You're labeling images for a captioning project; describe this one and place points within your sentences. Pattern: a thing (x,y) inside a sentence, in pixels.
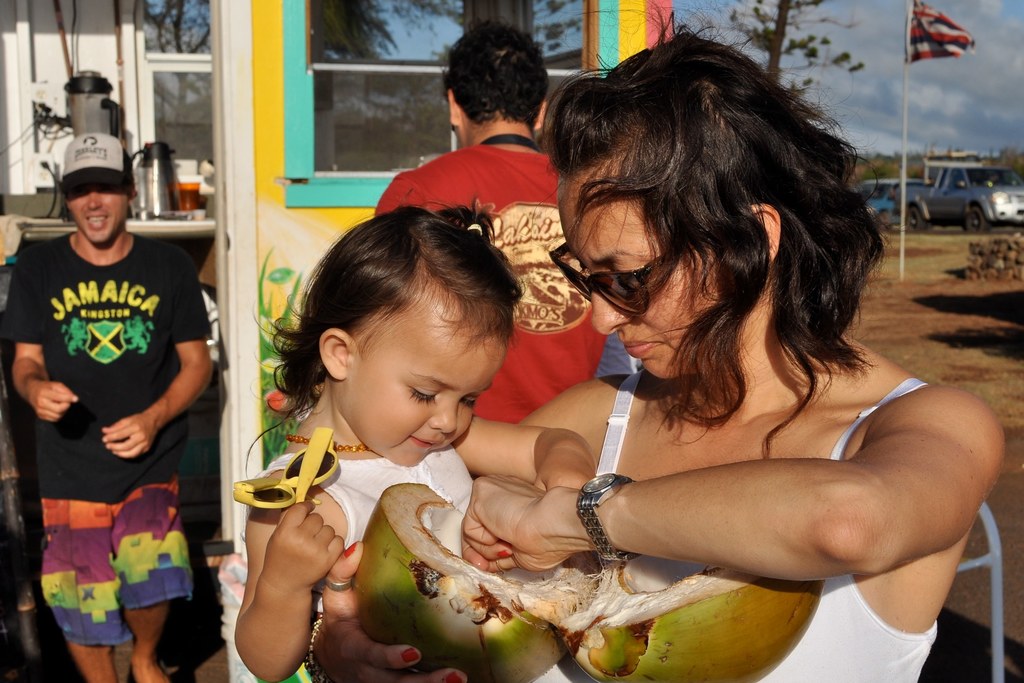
In this picture there is a woman (848,479) standing and holding the baby (321,541) and coconut (459,593) and the baby (320,413) is holding the goggles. At the back (434,5) there are two persons (552,300) and there is a building (301,183) and there is a kettle (168,190) and cup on the table (161,220) and there is a reflection (385,1) of trees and sky (453,30) on the mirror (442,103). On the right side of the image (987,175) there are vehicles (972,173) and there is a flag (927,46) and there are trees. At the top (822,26) there is sky (892,53) and there are clouds (1008,54). At the bottom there is mud (949,348).
